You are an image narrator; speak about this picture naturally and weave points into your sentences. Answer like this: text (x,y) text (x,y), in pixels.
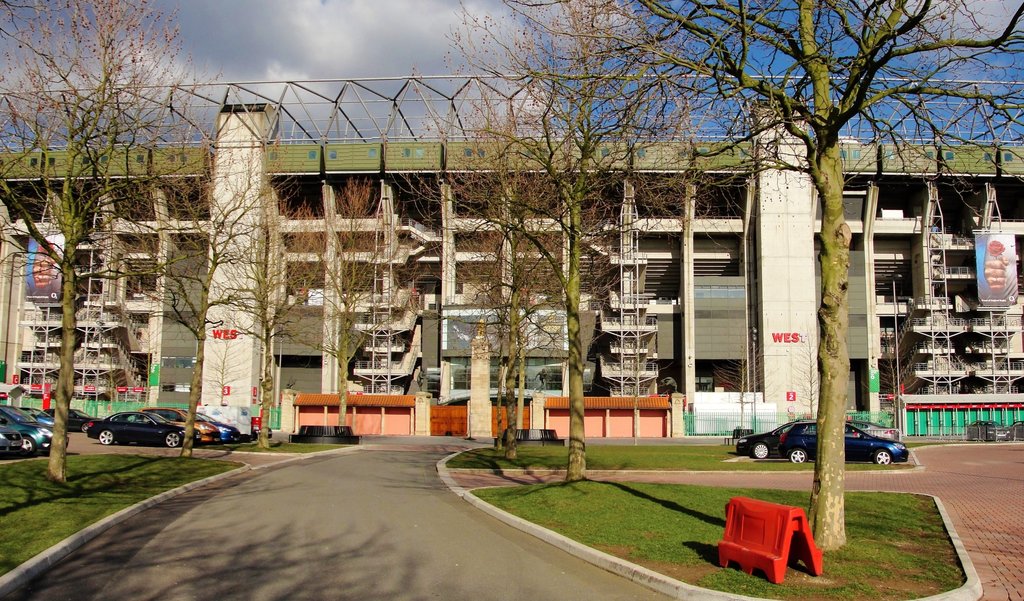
In this image, on the right side (836,321), we can see some trees (820,498) and a red color board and two cars (811,436) which are placed on the grass (804,498). On the right side (960,316), we can also see some hoardings (1000,293), vehicles (854,453), building (994,351). In the middle of the image (529,379), we can see some trees (513,382), building (305,332). On the left side (151,432), we can see some trees (193,429), few cars (135,435) which are placed on the road (136,449), hoardings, buildings (258,264). In the background (851,311), we can also see a building (551,357). At the top (390,86), we can see a sky (355,29) which is cloudy, at the bottom (393,493), we can see a road (355,460) and a grass (38,480).
